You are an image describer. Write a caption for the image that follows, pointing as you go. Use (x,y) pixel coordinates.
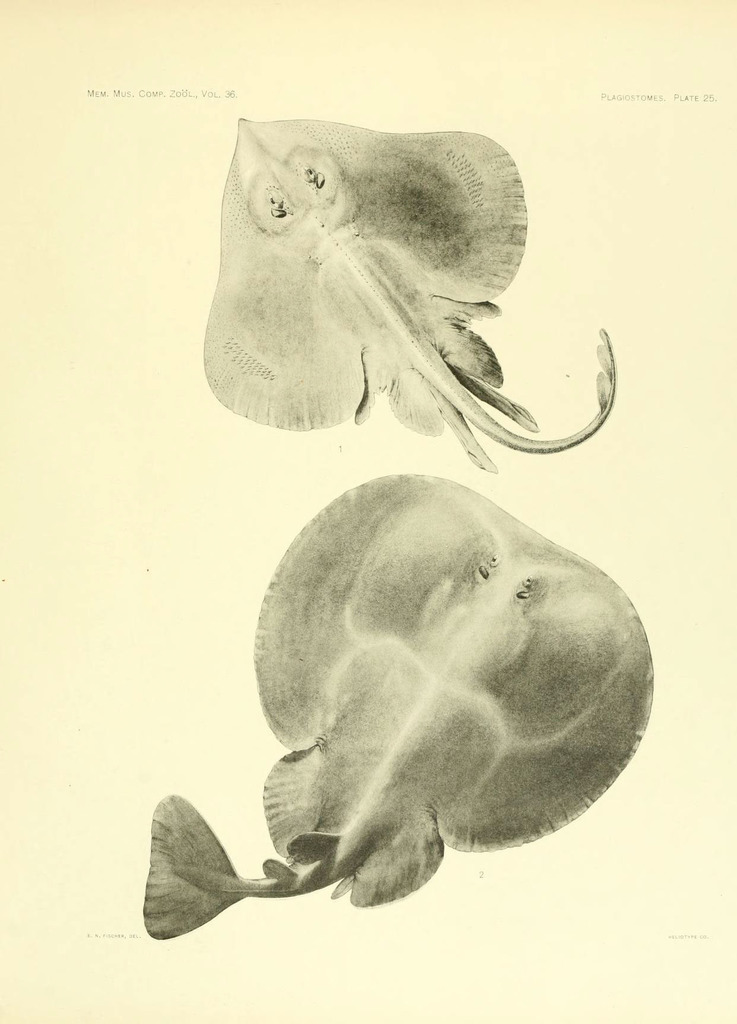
In this image, we can see two fishes image (416,641) on the white surface (649,537). Here we can see some text (613,97) at the bottom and top of the image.
